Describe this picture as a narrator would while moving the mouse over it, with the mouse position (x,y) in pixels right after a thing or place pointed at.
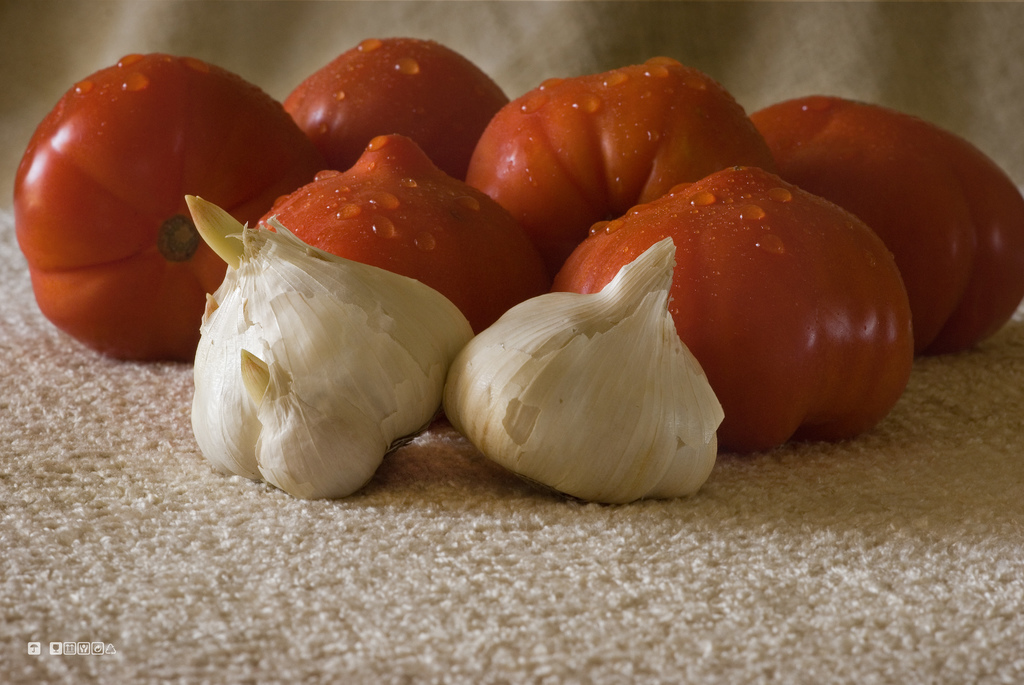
In this picture we can observe garlic (401,387) and tomatoes (366,194). These are placed on the white color cloth (336,546). We can observe watermark (57,644) on the left side (72,645).
